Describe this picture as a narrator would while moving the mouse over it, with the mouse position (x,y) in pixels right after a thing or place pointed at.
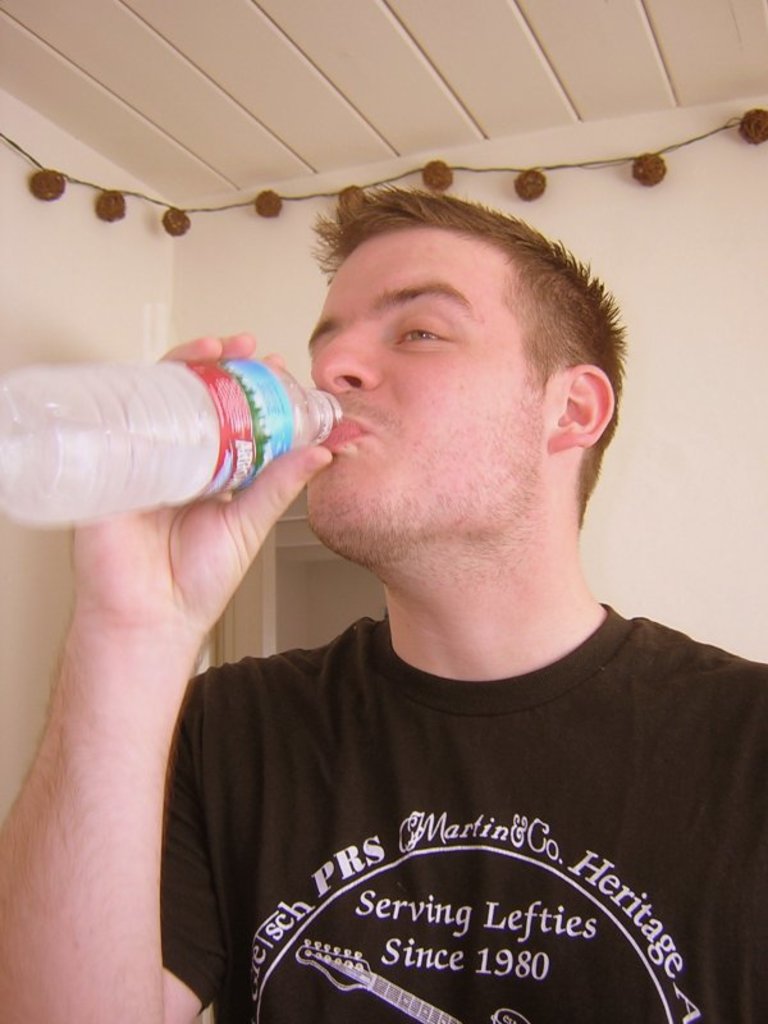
This picture shows a man (272,483) drinking a water (197,429) in a water bottle (228,422). In the background (657,398) there is a wall (638,185) and some decorative items (712,131) to the wall (710,179).
